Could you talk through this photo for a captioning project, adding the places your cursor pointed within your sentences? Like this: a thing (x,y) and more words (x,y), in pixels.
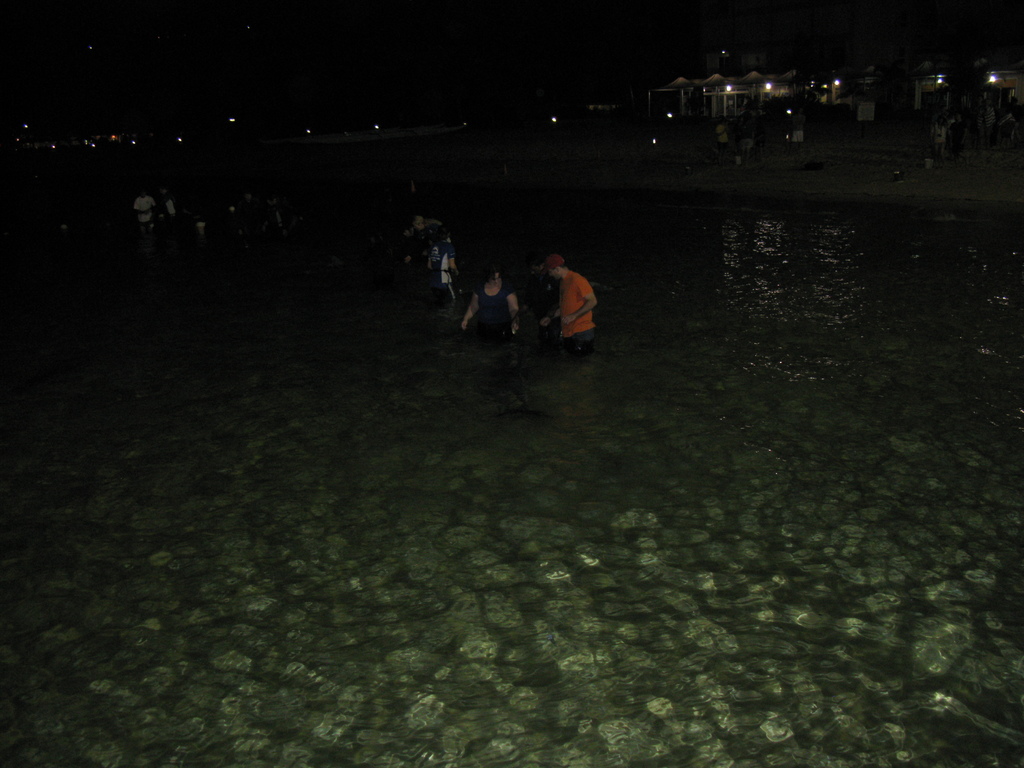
In this picture we can see water (566,569) at the bottom (566,583), there are some people (540,299) standing, in the background (899,73) we can see buildings (757,80) and lights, there is a dark background (189,53).
